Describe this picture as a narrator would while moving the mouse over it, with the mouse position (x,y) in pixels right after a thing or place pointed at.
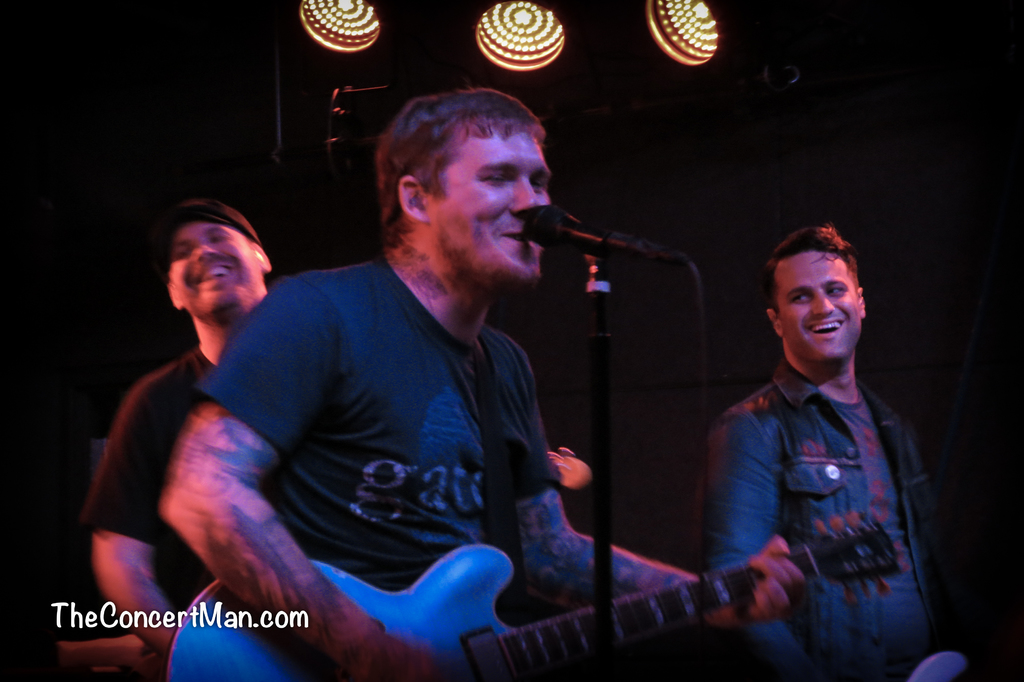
There are three members (222,368) in the picture. All of them were smiling. The guy (457,413) in the middle (444,382) is playing a guitar (443,628) in his hands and he is singing. There is a microphone (581,234) and a stand (601,385) in front of him. In the background (335,23) there are some lights (535,34).
